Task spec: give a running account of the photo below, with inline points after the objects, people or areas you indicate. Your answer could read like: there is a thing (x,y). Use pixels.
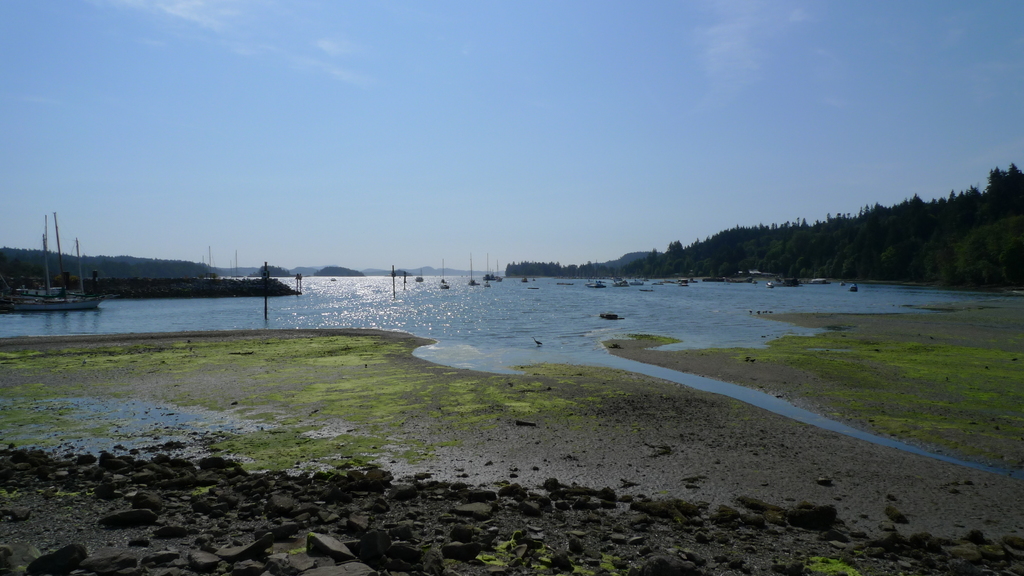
In this image there are stones (122,553), grass (263,460), boats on the water (481,306), there are trees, hills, and in the background (522,51) there is sky (472,171).
